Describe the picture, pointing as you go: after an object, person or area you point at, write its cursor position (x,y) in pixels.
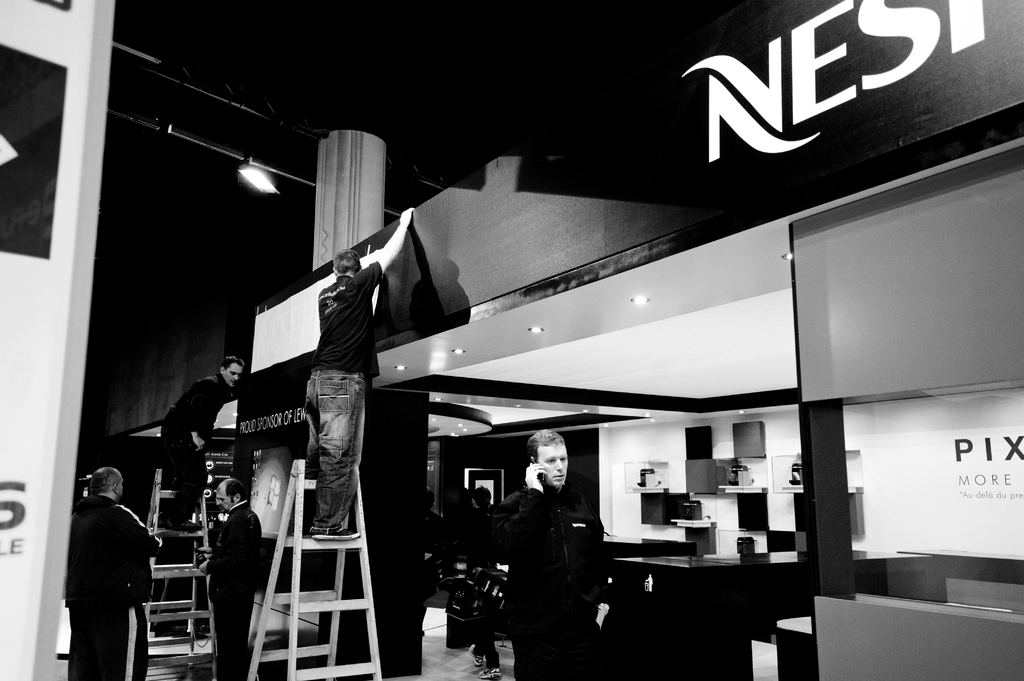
In this picture I can see few people (162,424) are standing and I can see couple of them standing on the ladders (206,521) and I can see a man (552,494) holding a mobile (547,481) and speaking and I can see boards (851,118) with some text (747,126) and I can see few lights (262,186) on the ceiling (599,357).
